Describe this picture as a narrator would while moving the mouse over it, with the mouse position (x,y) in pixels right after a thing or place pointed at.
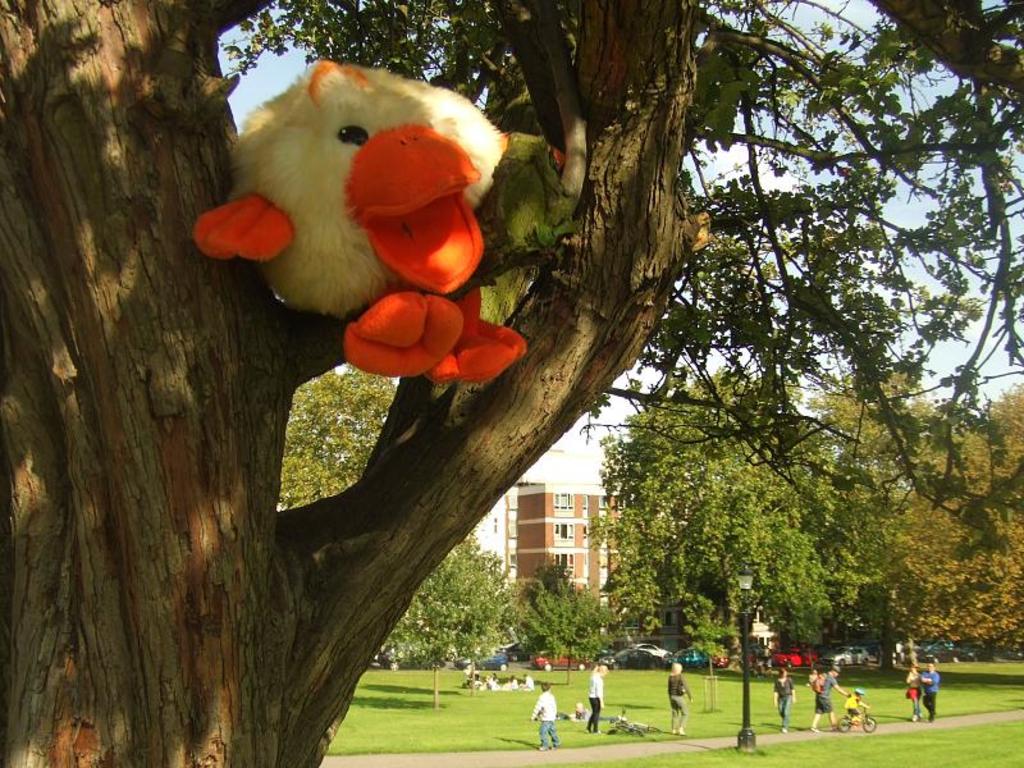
On the left side (321,101), I can see a toy (349,146) which is placed on the tree (192,673). In the background (544,739), I can see few people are walking on the road (672,743) and few people (500,688) are sitting. This place is looking like a garden (947,688). Here I can see many trees (959,556) and a pole (746,649). In the background (573,660) there are some cars (688,661) and a building (555,527).
